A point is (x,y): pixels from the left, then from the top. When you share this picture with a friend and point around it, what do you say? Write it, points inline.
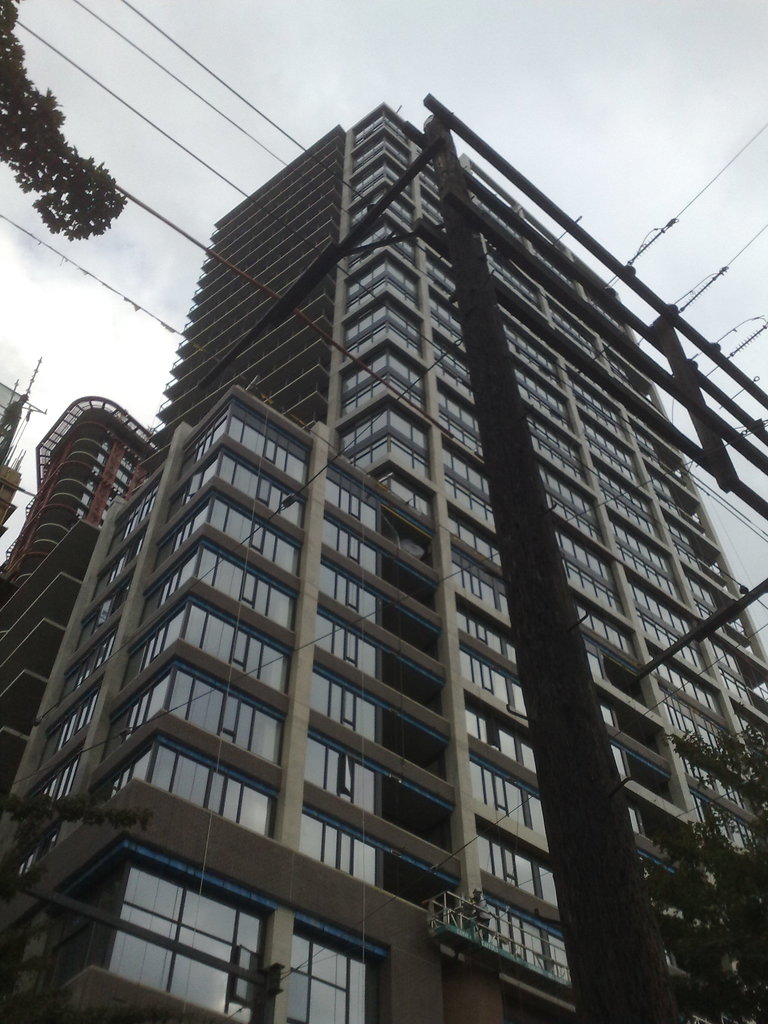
In the image there is a skyscraper (276,623) in the front (380,437) with a tree (724,870) in front of it and above its sky (594,93).
